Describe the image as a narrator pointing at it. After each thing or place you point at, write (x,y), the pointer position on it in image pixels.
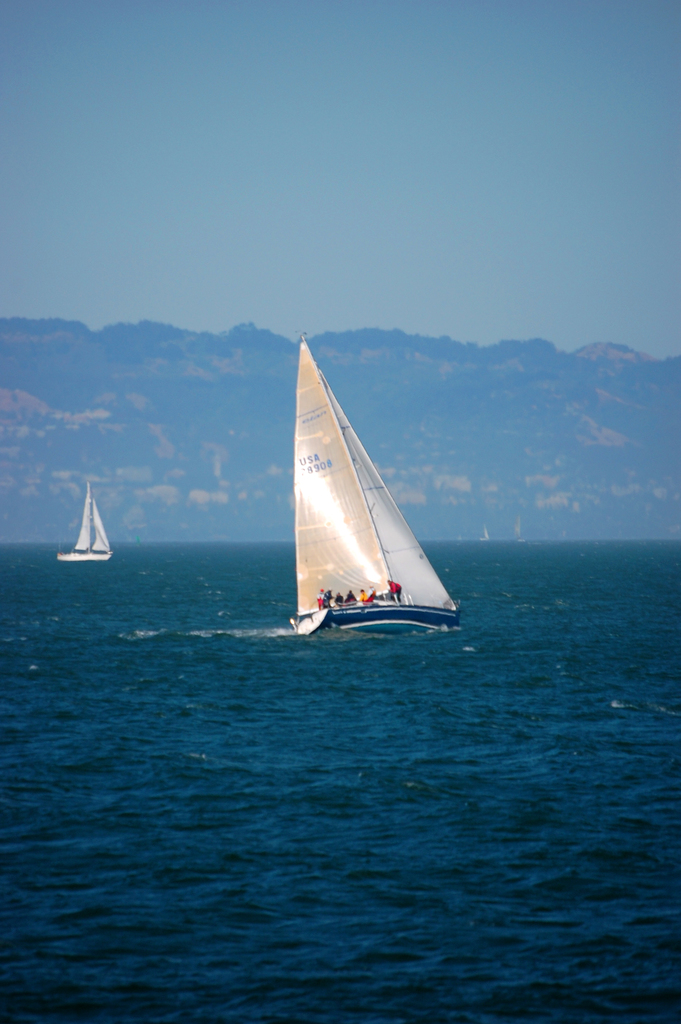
In the image there are two ships (329,524) sailing on the sea (234,716), in the background (124,331) there is a mountain (317,337).
